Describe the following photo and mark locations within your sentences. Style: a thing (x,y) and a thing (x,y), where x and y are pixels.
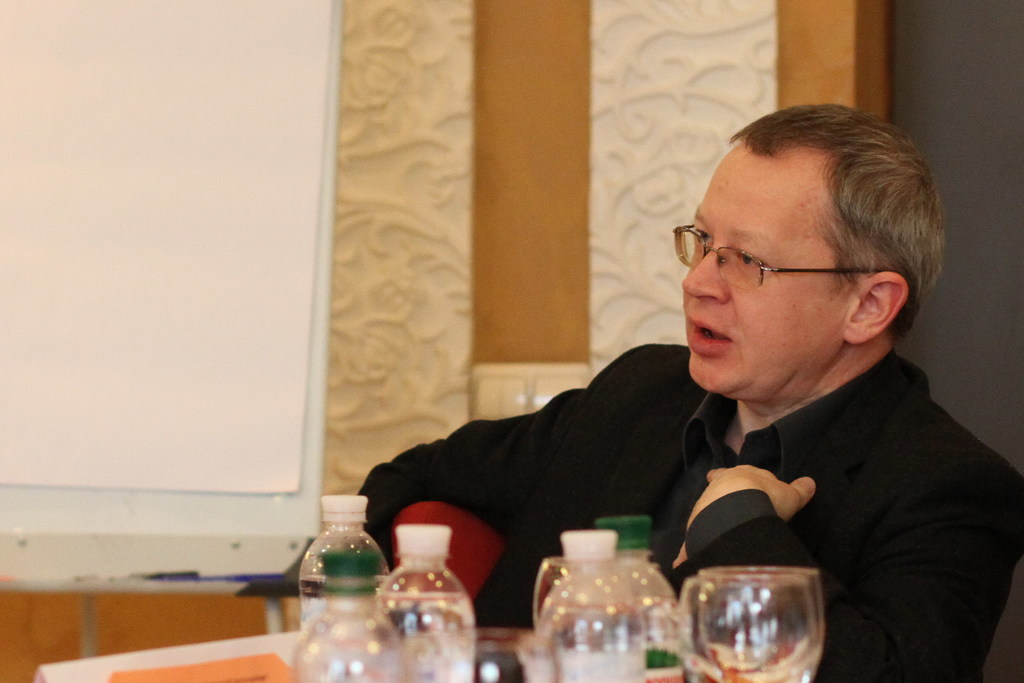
The person (732,450) wearing black suit (583,447) is sitting in a chair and there are water bottles (576,611) and glasses (725,609) in front of him.
